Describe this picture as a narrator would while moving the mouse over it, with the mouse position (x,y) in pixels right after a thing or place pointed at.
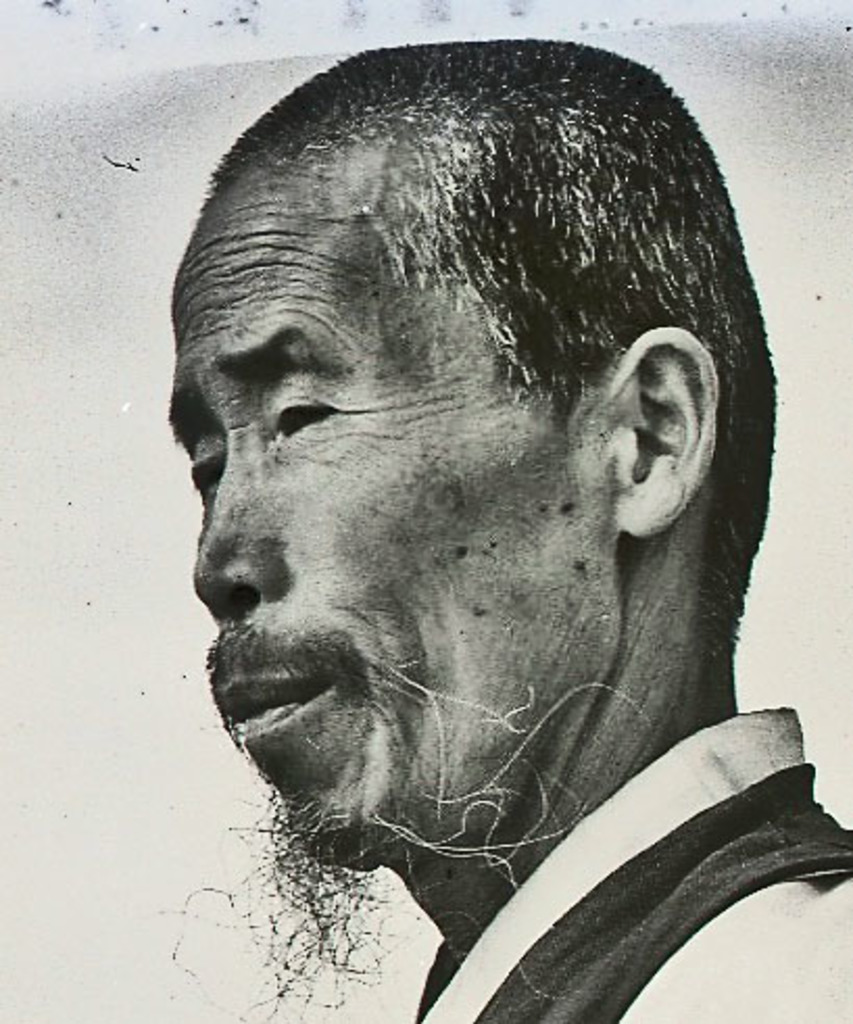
This looks like a black and white image. I can see the man (414,773) with the dress (675,950).
